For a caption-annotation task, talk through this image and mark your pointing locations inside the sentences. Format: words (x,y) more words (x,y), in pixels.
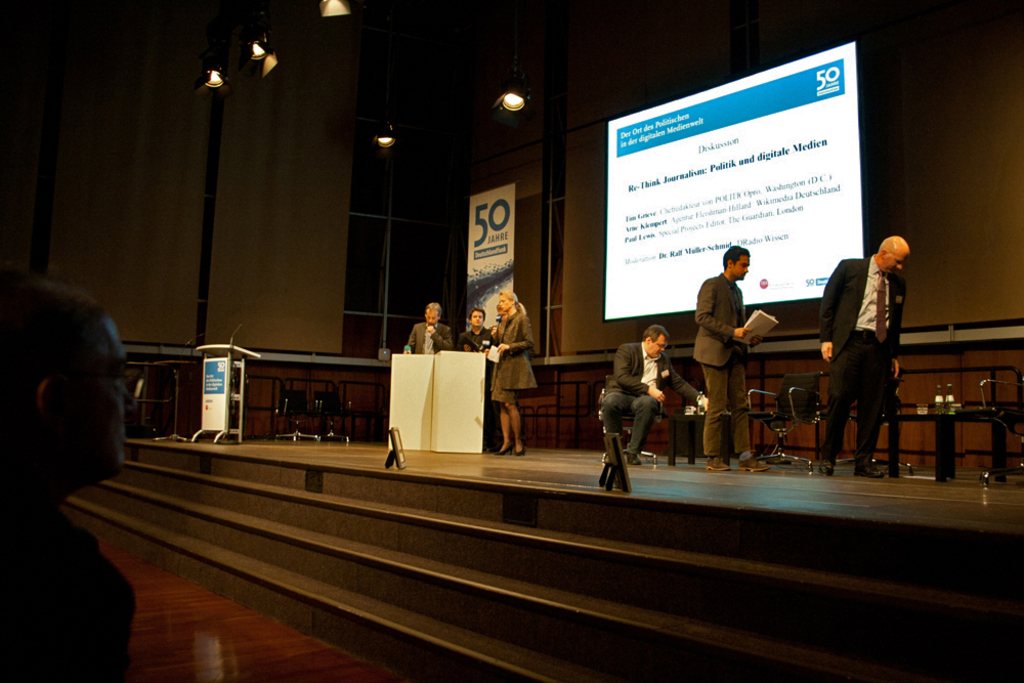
There is a stage (429,462) with steps (503,510). On the stage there are chairs (750,416) and tables (937,425). There are many people (659,396) standing and sitting on the stage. On the table (972,415) there are bottles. On the left side (238,393) there is a podium (228,405). In the back (611,245) there is a screen (696,186). On that something is written. Also there is a banner (502,246). On the ceiling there are lights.
